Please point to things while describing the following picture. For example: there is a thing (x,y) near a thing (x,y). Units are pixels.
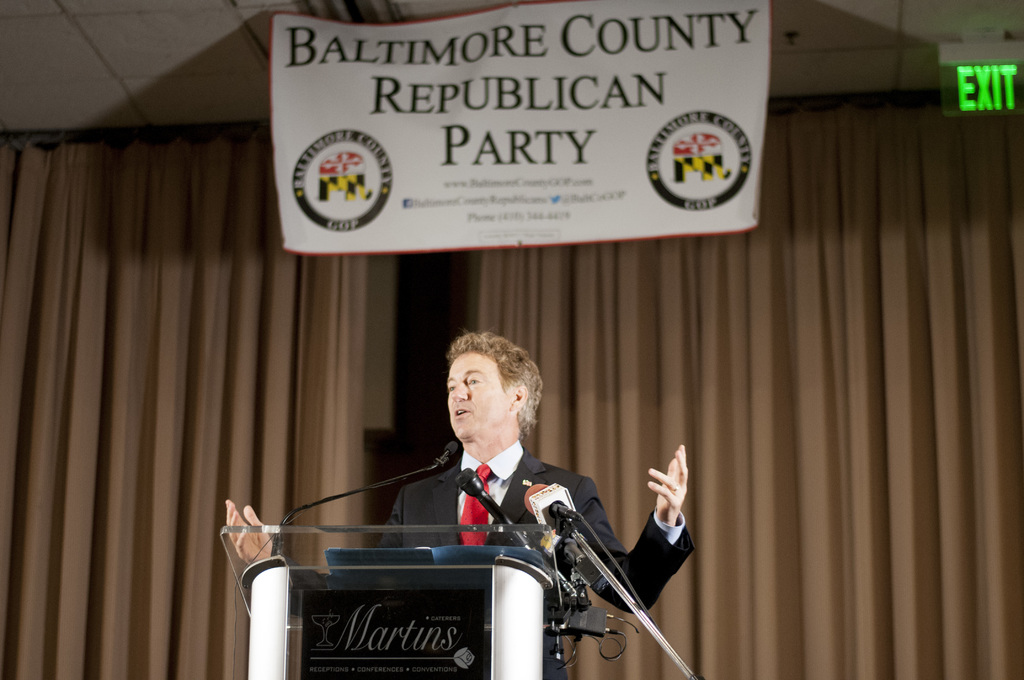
In this image I can see a man (471,387) is standing and I can see he is wearing a blazer (440,492), a red tie (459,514) and a white shirt (464,460). In the front of him, I can see a podium (442,566) and few mics (652,634). On the front side of the podium (485,616) I can see a black colour board (426,598) and on it I can see something is written. In the background (546,307) I can see two curtains (278,364), a white colour board (363,229) and on it I can see something is written. On the top right side of the image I can see an exit sign board (960,56) on the ceiling (937,39).
